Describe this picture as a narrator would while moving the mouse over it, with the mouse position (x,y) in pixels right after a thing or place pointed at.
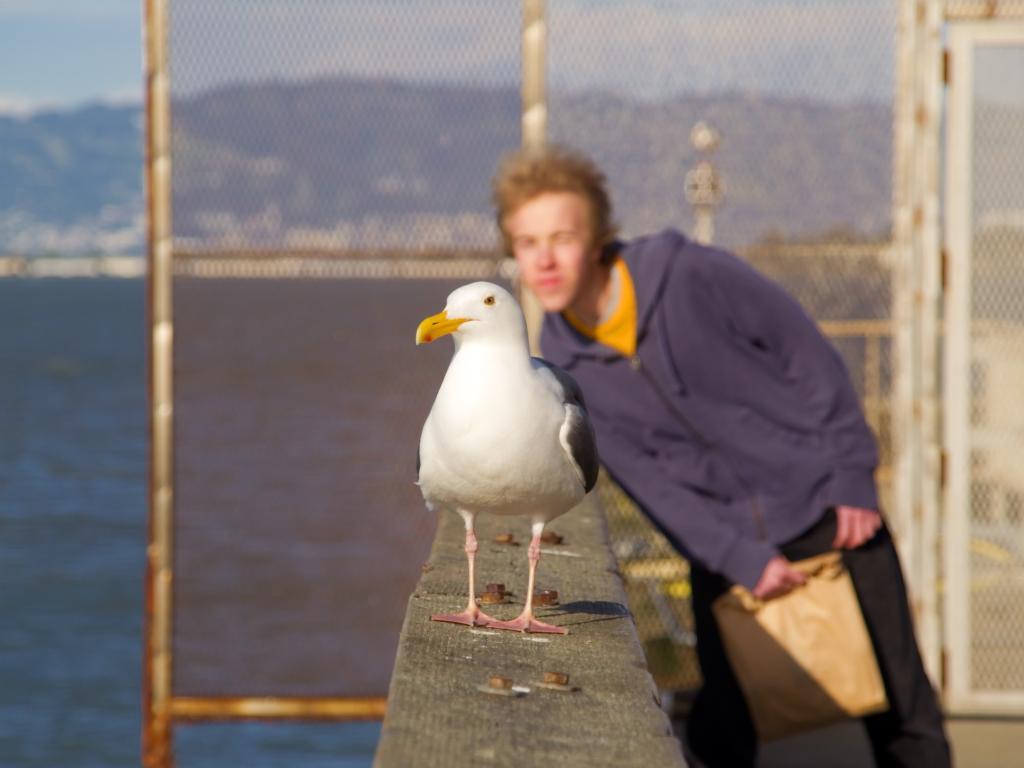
In this picture there is a bird (500,370) in the center of the image (469,491) on a boundary (536,763) and there is a boy (597,247) behind it and there is a net boundary (577,149), water (58,554) and greenery (432,160) in the background area of the image (328,178).
